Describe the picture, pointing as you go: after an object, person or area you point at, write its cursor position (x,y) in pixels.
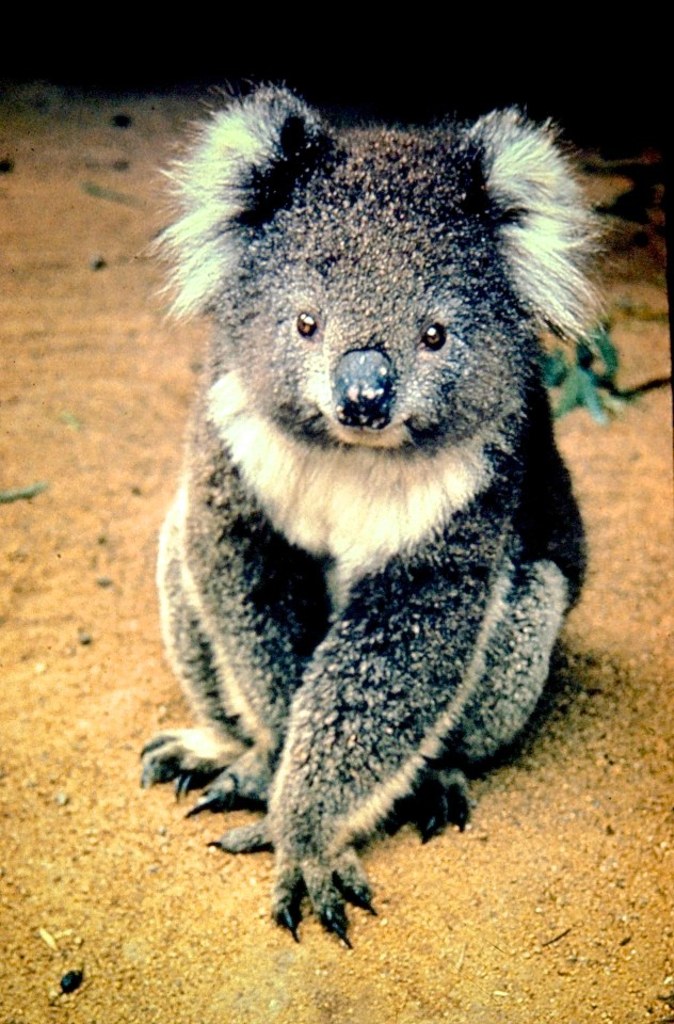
As we can see in the image there is a black and white color animal (383,489).
